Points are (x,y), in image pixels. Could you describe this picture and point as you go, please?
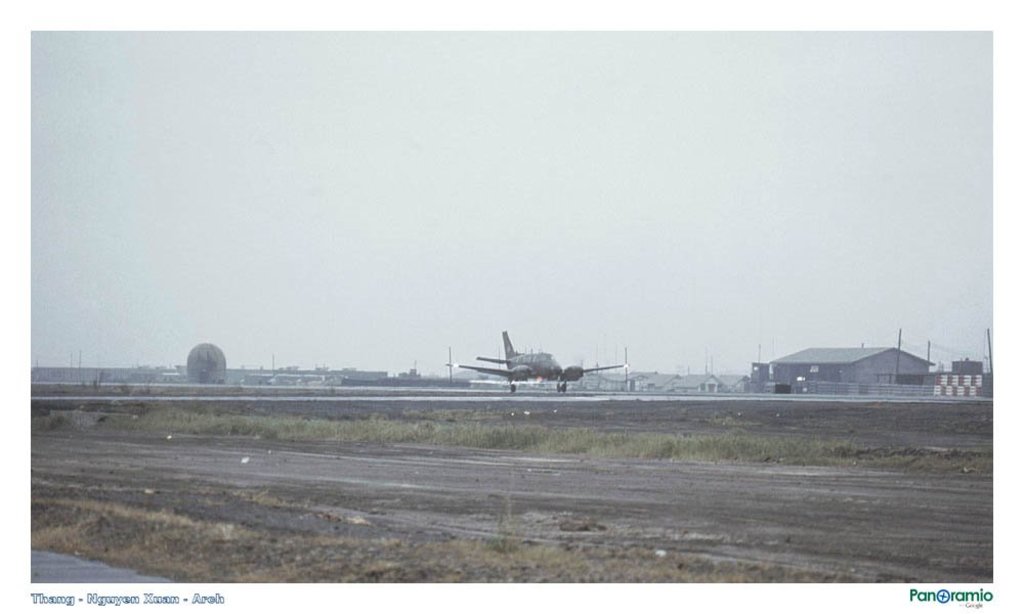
In the center of the image (509,372) there is an aeroplane (518,356) on the runway (540,397). At the bottom of the image (524,499) we can see road (598,509) and grass (116,415). In the background (461,333) we can see buildings (835,361), poles (626,350) and sky (395,192).
